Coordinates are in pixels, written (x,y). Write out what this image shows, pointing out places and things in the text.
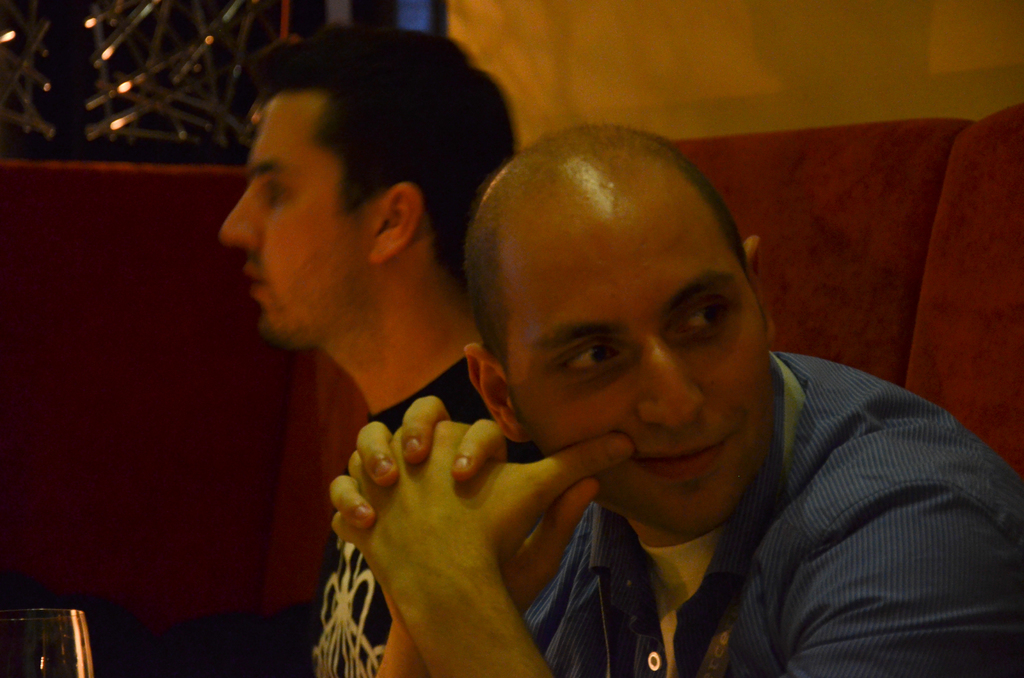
In this picture we can see two men (495,511) sitting here, at the left bottom (47,646) we can see a glass (49,663), there is a wall (796,58) here.
